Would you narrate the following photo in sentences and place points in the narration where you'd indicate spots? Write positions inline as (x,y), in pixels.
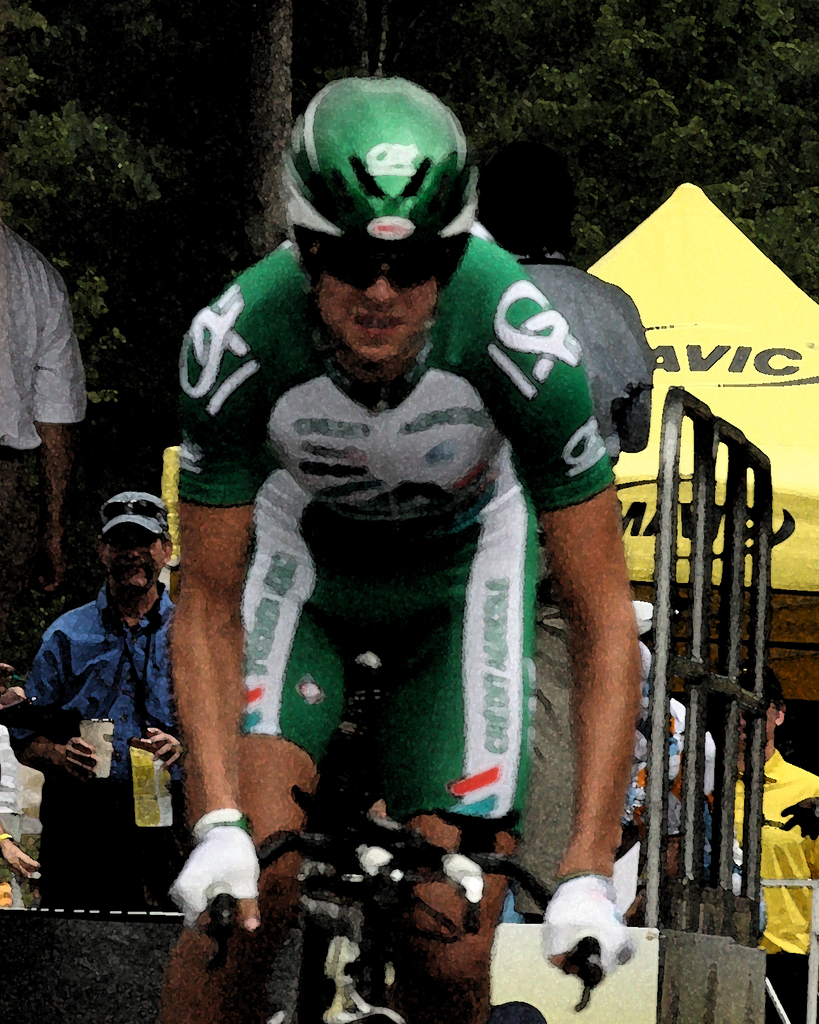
In this image we can see a man (442,579) is cycling. He is wearing green and white color dress (418,458) with green helmet (393,159). We can see grille (656,736), people (772,768), shelter (692,316) and trees (383,43) in the background (69,150).
